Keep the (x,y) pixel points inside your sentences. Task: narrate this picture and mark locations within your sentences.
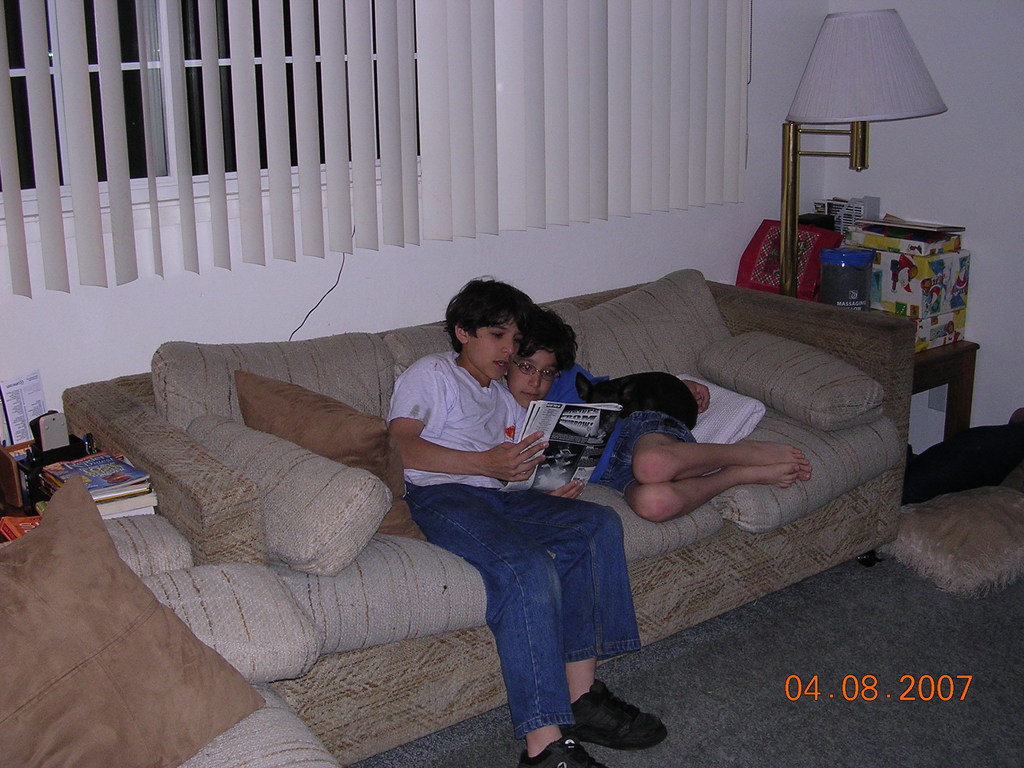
In this image we can see two people (481,554) sitting on the sofa (361,467). There are cushions (287,524) placed on the sofa (676,336). The boy (600,538) sitting on the left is holding a book (567,461). There are stands (919,380) and we can see a lamp (802,157), cardboard boxes (890,263), books (57,479), papers (33,414), holders (33,481) and some objects (829,284) placed on the stand (966,370). In the background (100,174) there is a window (173,150) and we can see blinds (492,97). There is a wall (950,170).
